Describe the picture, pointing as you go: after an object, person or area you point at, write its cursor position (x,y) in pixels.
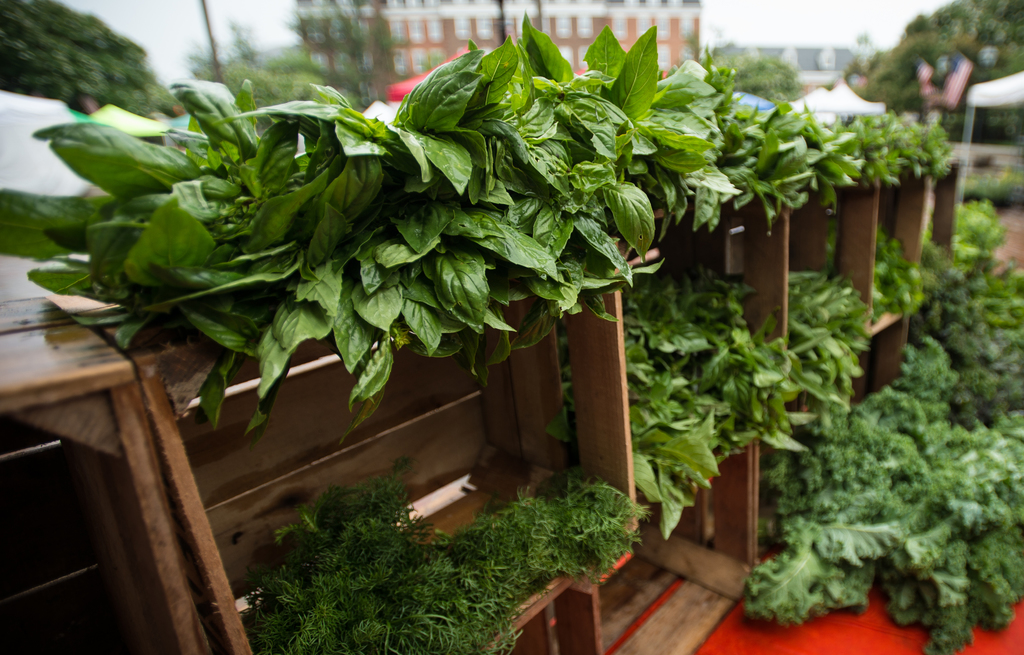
There are few green leaves (524,187) placed on a wooden object (598,325) and there are few kale (907,509) placed in the right corner (907,525) and there is a building (457,16) in the background (494,41).
